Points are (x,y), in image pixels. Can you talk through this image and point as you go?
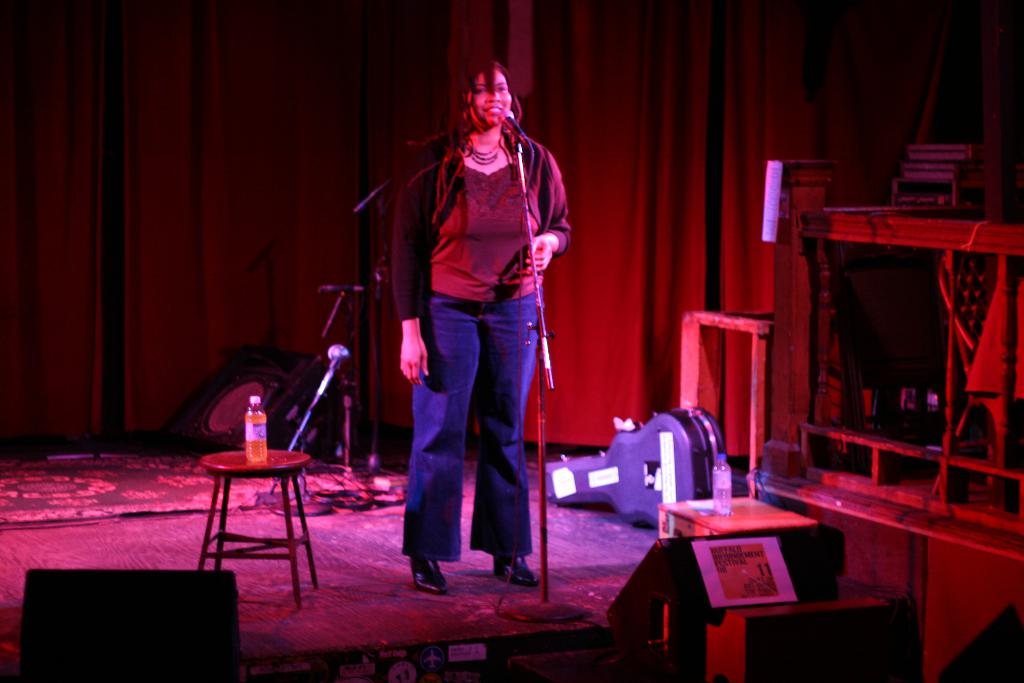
In this image I can see a person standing in front of the microphone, background I can see a bottle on the table (295,466) and I can also see few objects (943,193) and I can see colorful lights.
